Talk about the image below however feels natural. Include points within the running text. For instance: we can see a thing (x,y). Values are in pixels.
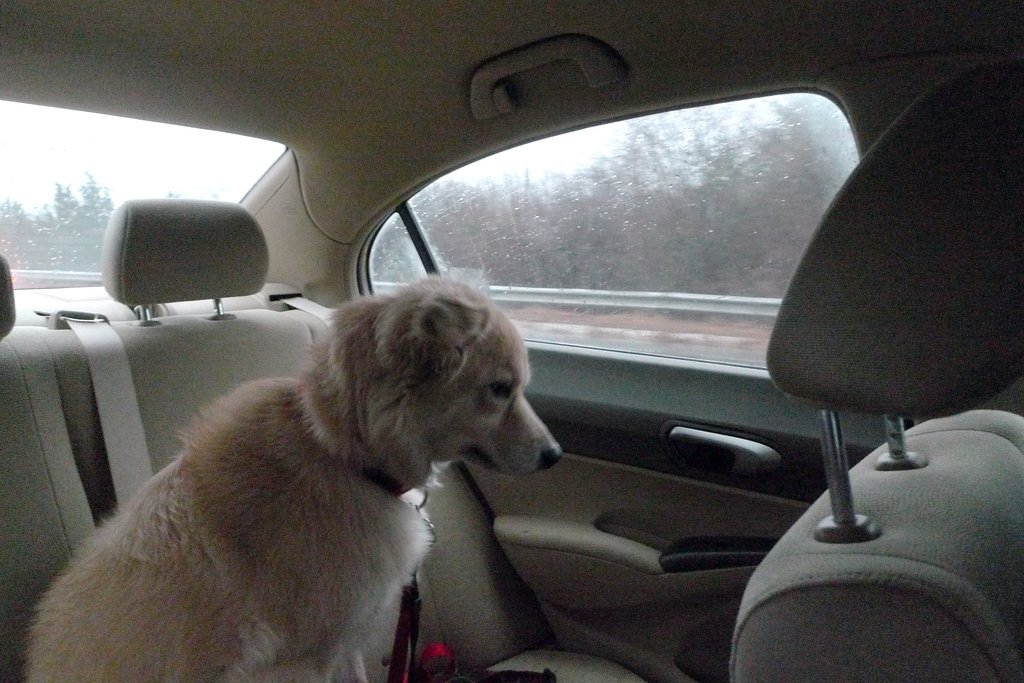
In this image I see a dog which is in a vehicle (21,475). In the background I see trees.
